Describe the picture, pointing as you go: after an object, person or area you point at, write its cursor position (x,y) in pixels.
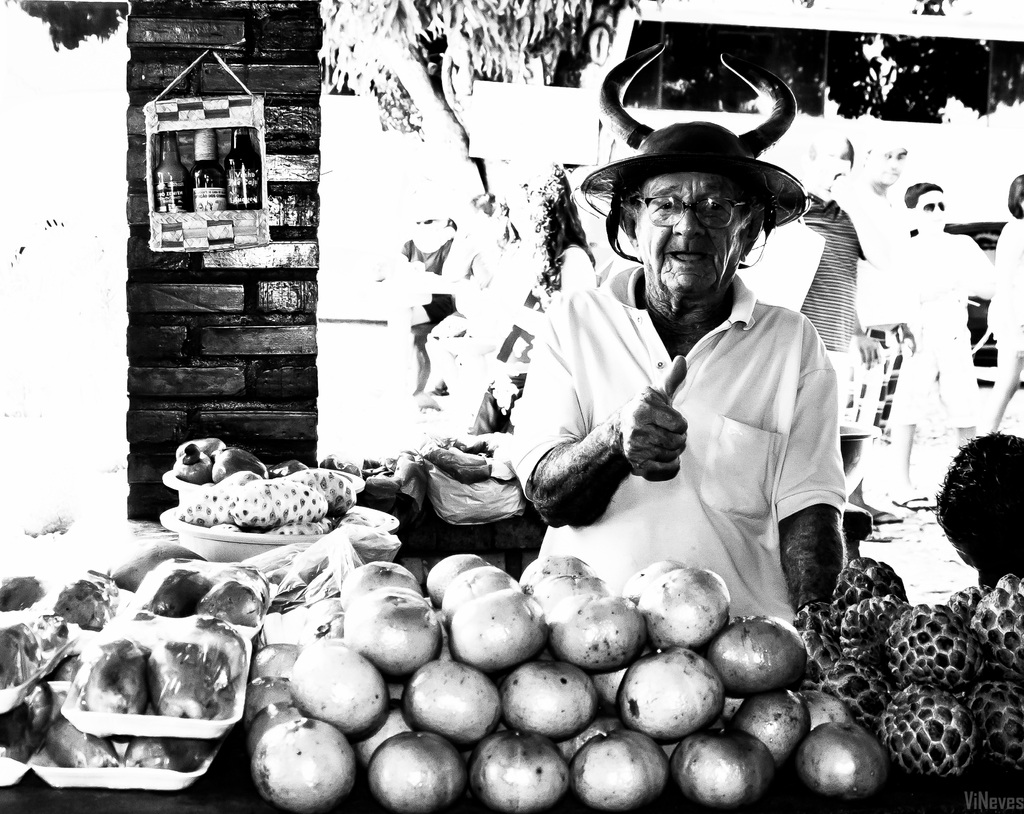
This is a black and white image. In this image we can see a person (643,482) standing beside a table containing some fruits (645,647) and containers (253,545) on it. On the backside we can see a group of people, some objects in a box (164,103) and a tree (484,189).
